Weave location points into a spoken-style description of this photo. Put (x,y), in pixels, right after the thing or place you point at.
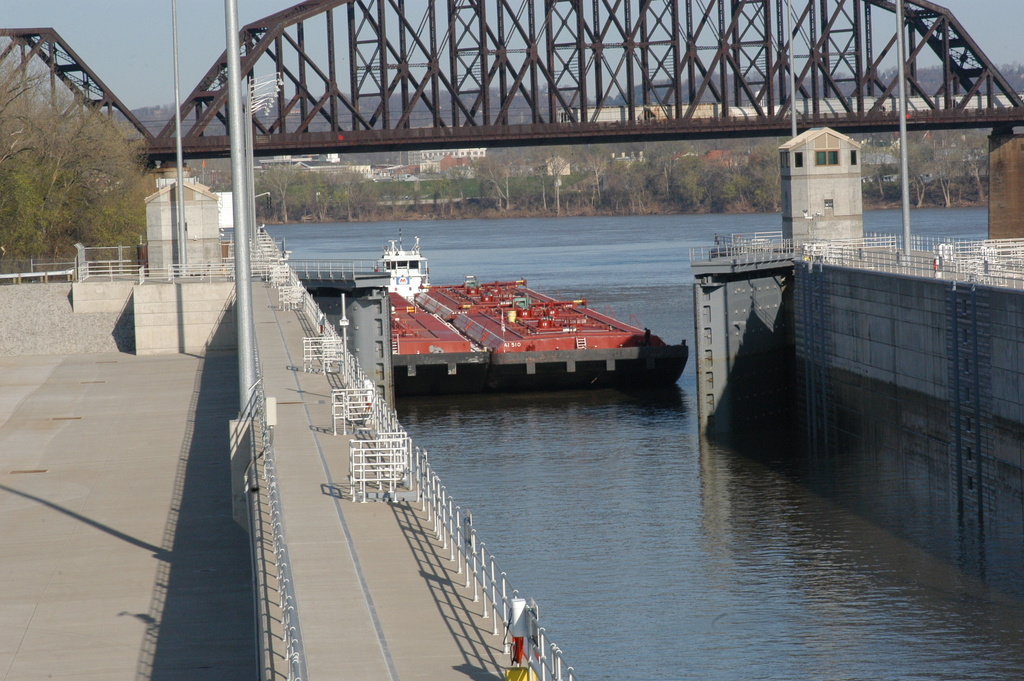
On the left side (183,498) and right side of the image (816,373) there is a concrete pavement (231,392) with metal rods (317,314) and lamp posts (906,171). In the center of the image (401,240) there is a ship (391,292) with containers (421,318) in the water (515,233). There is a train (612,115) on the bridge (581,139). In the background of the image (459,182) there are buildings (440,159), trees (285,170) and sky (158,47).
